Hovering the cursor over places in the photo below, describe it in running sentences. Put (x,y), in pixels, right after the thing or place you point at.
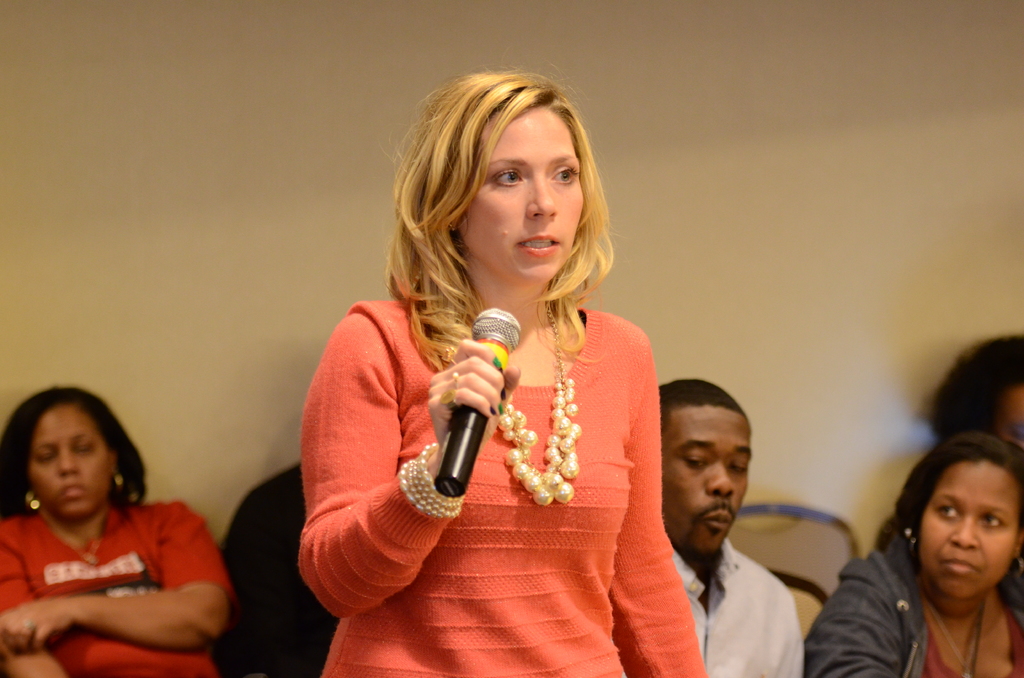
There is a woman (432,255) standing and she is wearing an orange sweater (530,566) and a necklace (567,474) around her neck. She is holding a microphone (453,461) in her hand (484,377) and she is speaking. Her hair (479,107) is yellow in colour. Behind this woman (422,457) there are four people (40,434) sitting. One of them is man (697,510) and two are women (171,536). And in the background (797,144) we can observe wall (795,199).
